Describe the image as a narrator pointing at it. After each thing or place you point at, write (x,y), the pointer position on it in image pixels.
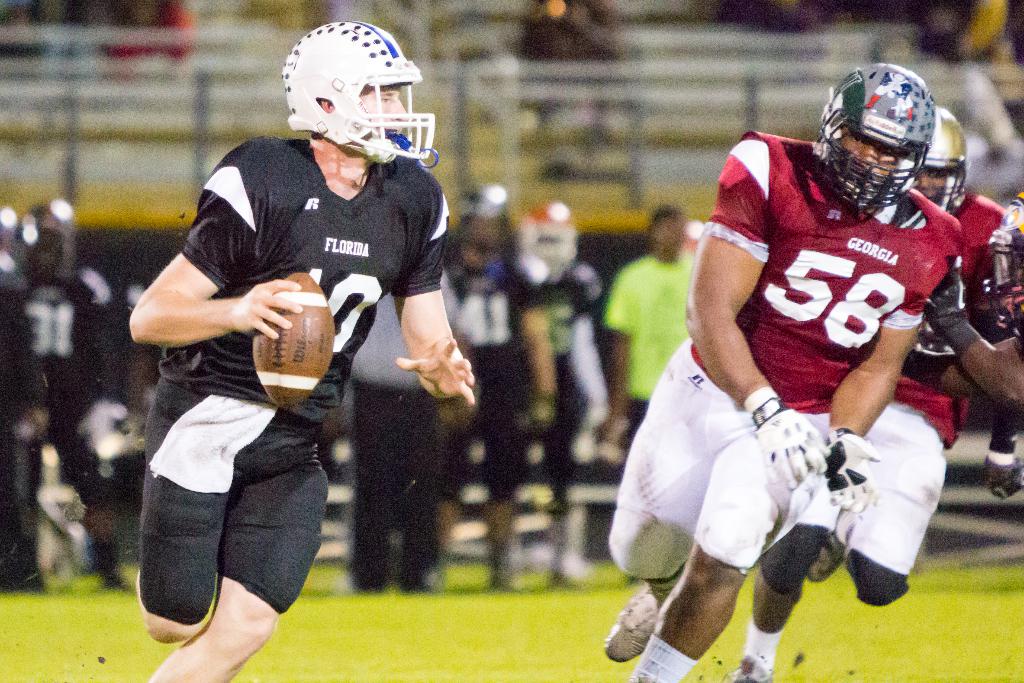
In this picture there are three people (657,502) running on the ground (473,594). Towards the left (175,496) there is a person (152,509), he is wearing a black t shirt (315,216), black shorts (277,481) and holding a ball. Towards the right (832,300) there are two persons (798,290), first person (929,262) is wearing a red t shirt (776,224) and white shorts (703,445) and wearing a helmet (866,200) behind him there is another person (969,240), he is wearing a red t shirt (978,229) and white shorts (918,441). In the background (595,196) there are group of people (490,194) and a fence (508,122).
